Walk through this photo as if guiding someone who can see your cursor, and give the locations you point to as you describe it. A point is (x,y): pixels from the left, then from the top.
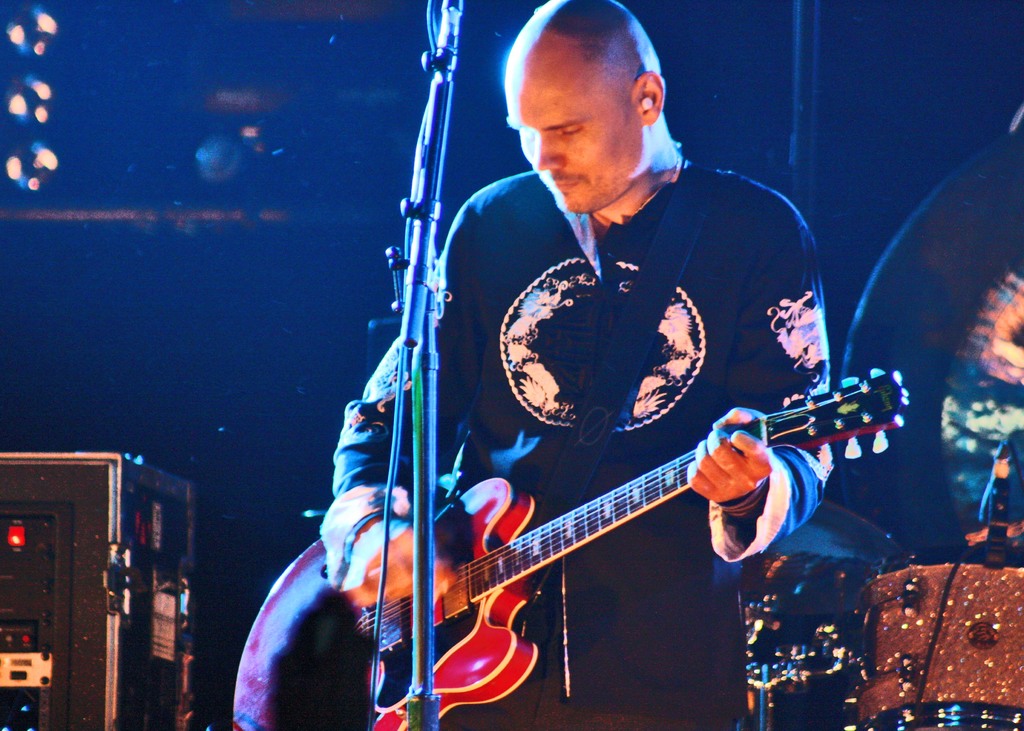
In this image there is a person (654,382) wearing black color T-shirt (646,566) playing guitar (837,426) in front of him there is a microphone (446,19) and at the left side of the image (115,554) there is a box (104,615).
